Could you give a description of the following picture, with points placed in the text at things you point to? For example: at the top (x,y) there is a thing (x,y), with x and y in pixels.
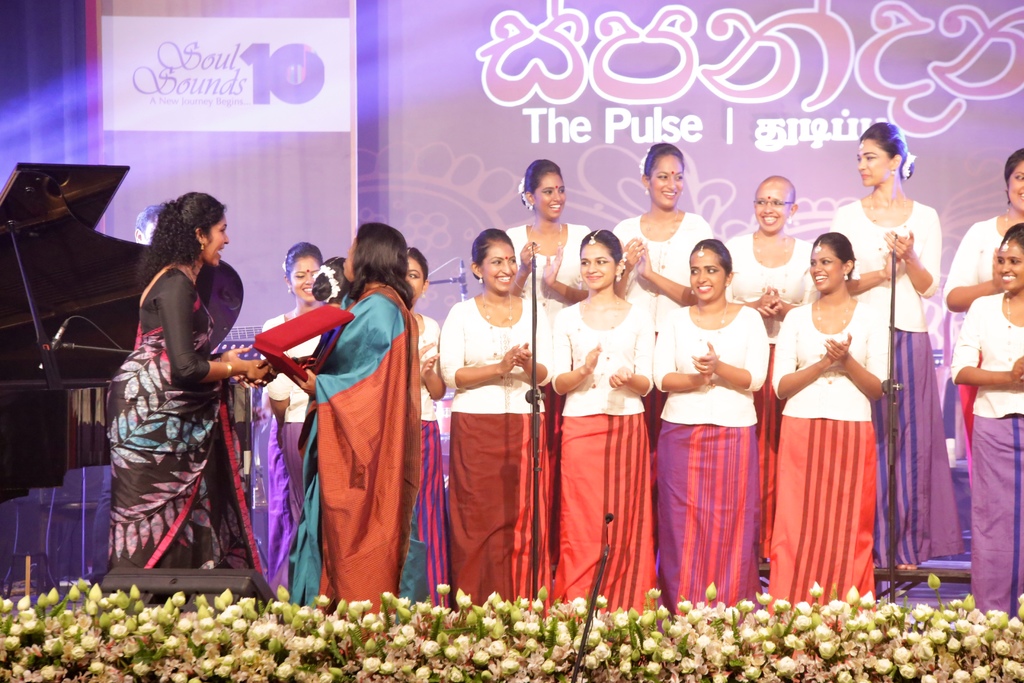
In this image I can see few flowers (436,620) which are cream in color and few people (741,434) wearing cream, blue, orange and purple colored dresses (782,455) are standing. I can see a woman (139,464) wearing black color dress (136,478) is standing and another woman (384,346) wearing orange and blue color saree (376,411) is standing and holding a red colored box (325,341) in her hand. In the background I can see a piano (61,267) which is black in color and a huge screen (416,97).
